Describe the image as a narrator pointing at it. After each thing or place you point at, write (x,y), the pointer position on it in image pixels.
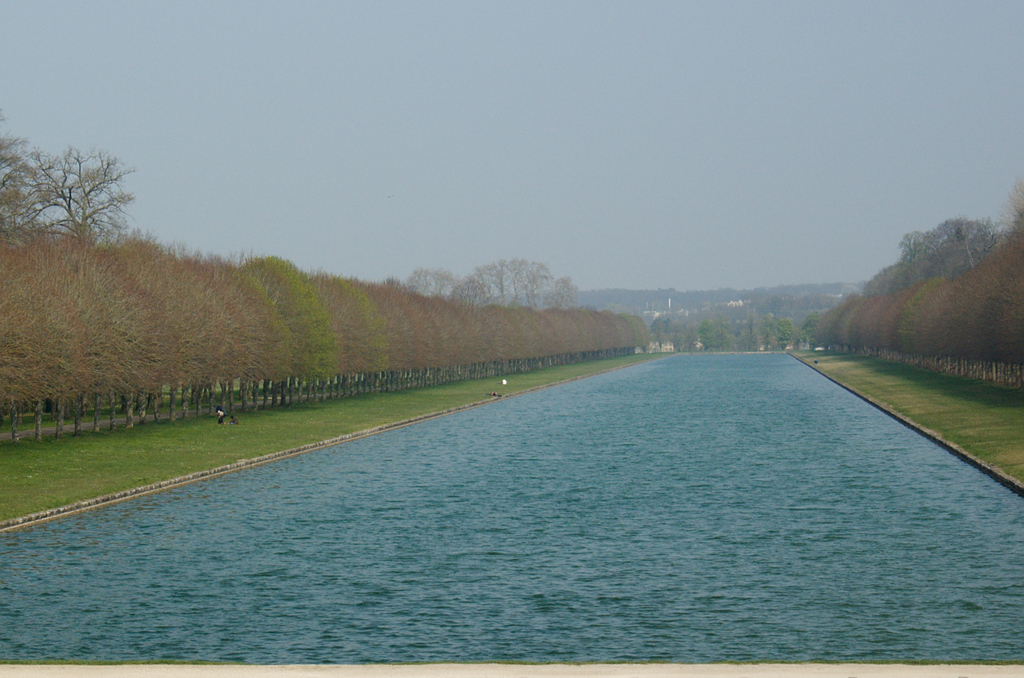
This is water (584,542) in the middle of an image (670,418) and there are green trees (396,348). At the top (550,155) it's a sky (586,133).
